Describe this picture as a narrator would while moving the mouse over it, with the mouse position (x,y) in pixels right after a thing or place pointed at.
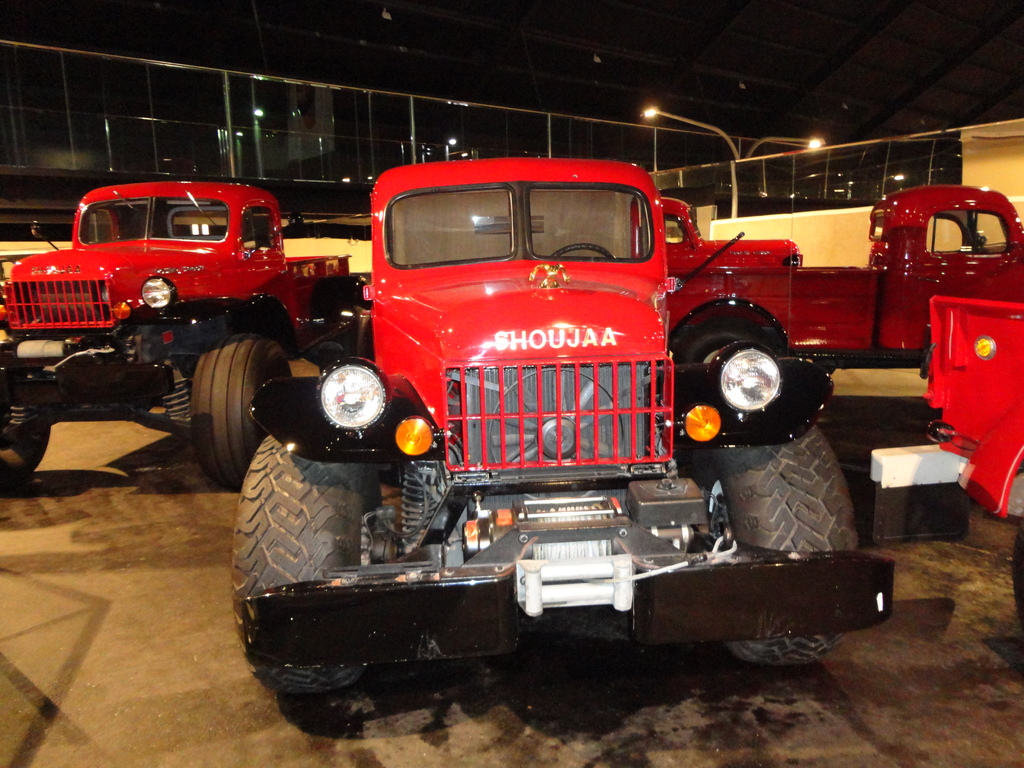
In this picture we can see the trucks (384,395). In the background of the image (935,174) we can see the wall (700,209), glasses (661,152), lights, pole (724,138). At the bottom of the image (412,672) we can see the floor (461,690). At the top (449,50), the image is dark.
